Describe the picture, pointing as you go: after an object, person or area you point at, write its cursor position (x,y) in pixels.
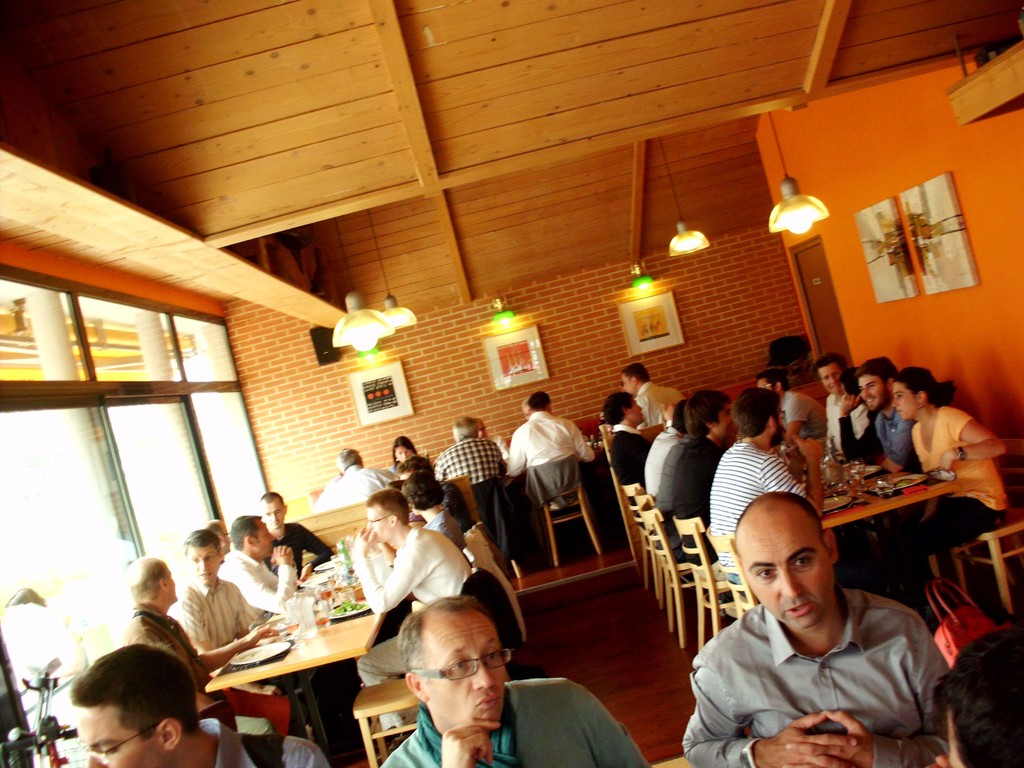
In the foreground of this image (809,651), there are three men (773,691). In the background (847,449), there are people (456,508) sitting on the chairs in front of tables (293,650) on which, there are platters (272,655) with food (352,605), glasses (352,591) and few more objects (873,493). We can also see lights (679,229) hanging to the ceiling (338,318), few frames (638,352), a door (819,317), floor (616,618) and the glass walls (151,480) on the left (113,504).
